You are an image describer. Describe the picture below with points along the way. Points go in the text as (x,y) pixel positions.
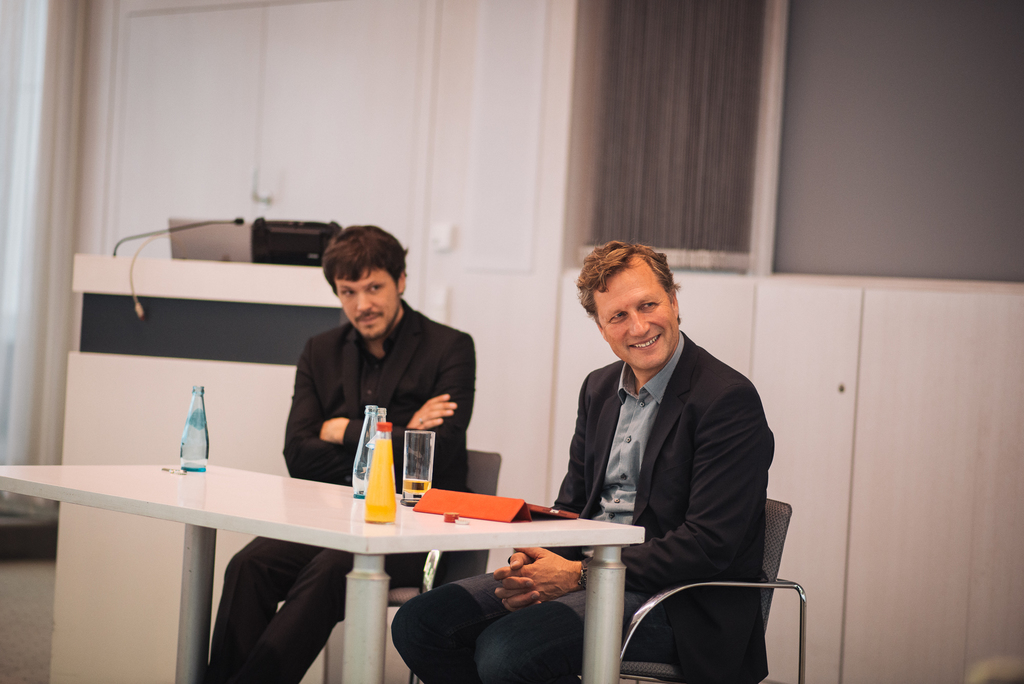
This image is taken inside a room (160,547). At the background (335,153) there is a wall (273,125), window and a curtain (58,75). In the middle of the image (372,441) there is a table (229,473) and there were few bottles (372,479) on it. In the right side of the image (703,472) a man (447,653) is sitting on a chair (672,594) and another man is sitting on a chair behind a table (312,512). In the left side of the image (252,449) there is a podium (107,345) and on that there is a mic (194,226) and a laptop (246,226) on it.
